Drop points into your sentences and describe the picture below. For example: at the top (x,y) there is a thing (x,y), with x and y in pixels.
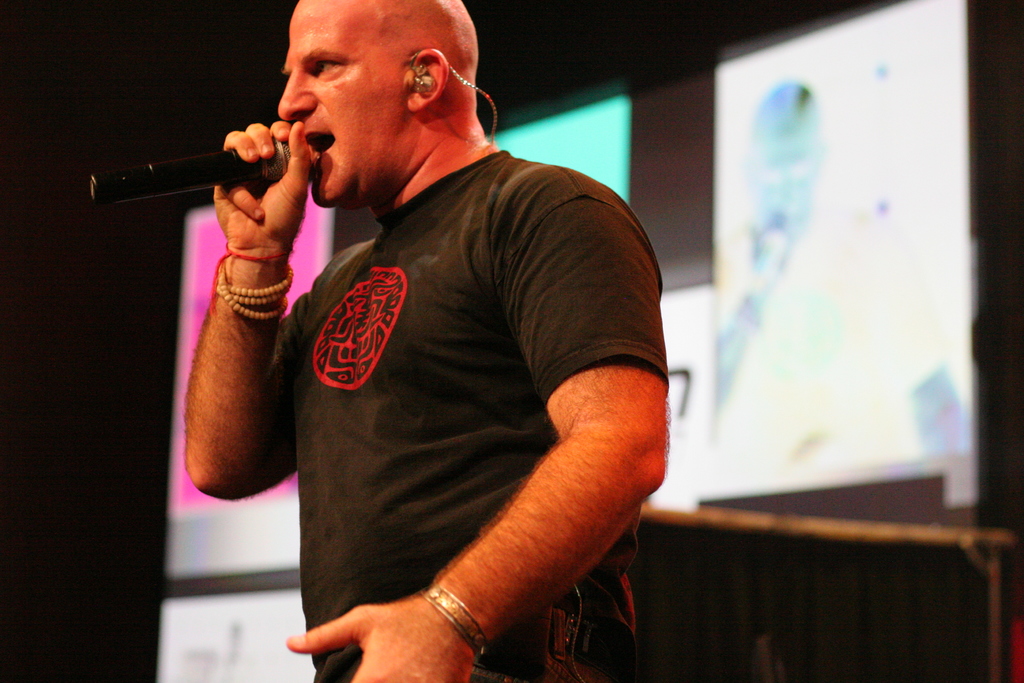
In the middle of the image (408,385) a man (303,336) is standing and holding a microphone (98,179) and speaking. Behind him there is a screen (878,91).
